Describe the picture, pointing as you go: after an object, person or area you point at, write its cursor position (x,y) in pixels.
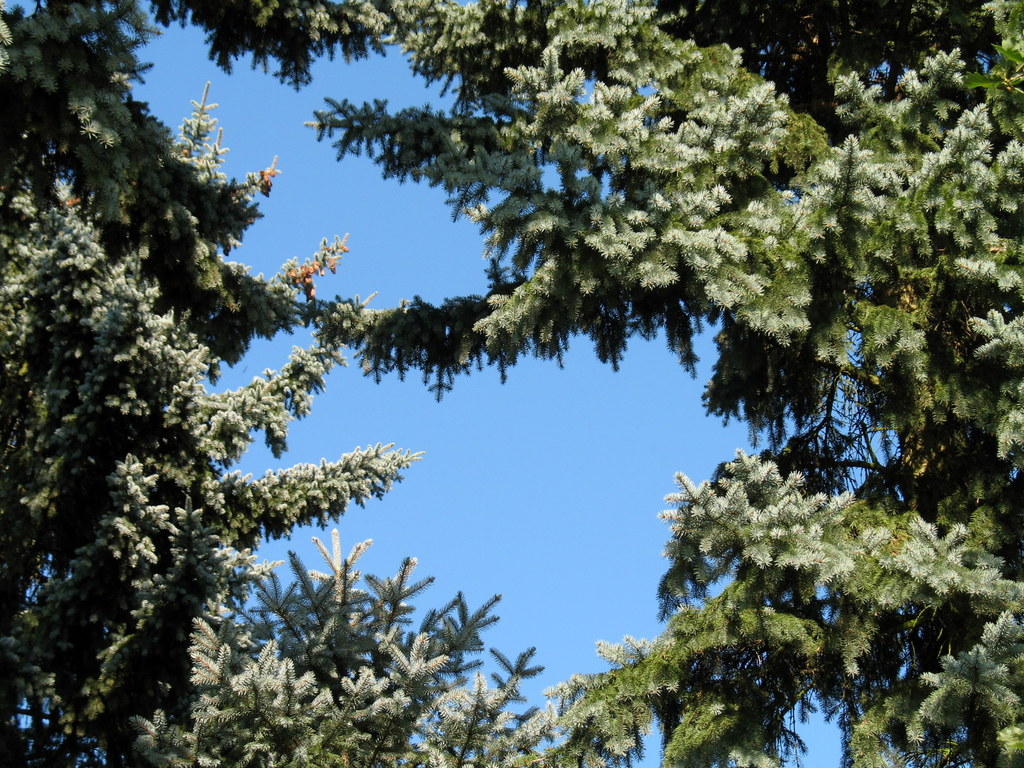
In this image I can see the leaves (709,656) of trees (334,532). In the background (524,458), I can see the sky (578,481) in blue color.
